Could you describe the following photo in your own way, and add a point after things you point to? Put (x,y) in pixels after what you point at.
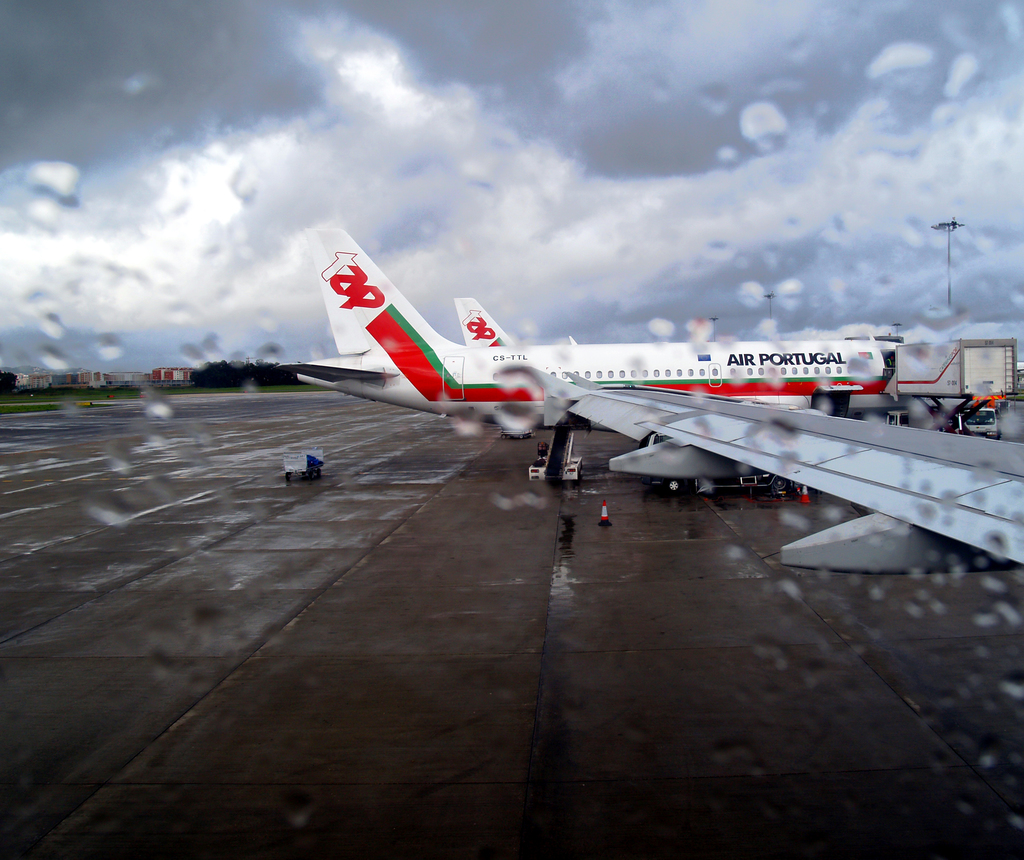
In this picture we can see an airplane (818,343), airplane wing (934,525), vehicles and traffic cones (806,499) on the surface (468,628). In the background of the image (218,383) we can see trees (233,376), buildings (62,386) and sky (568,122) with clouds (531,86).
